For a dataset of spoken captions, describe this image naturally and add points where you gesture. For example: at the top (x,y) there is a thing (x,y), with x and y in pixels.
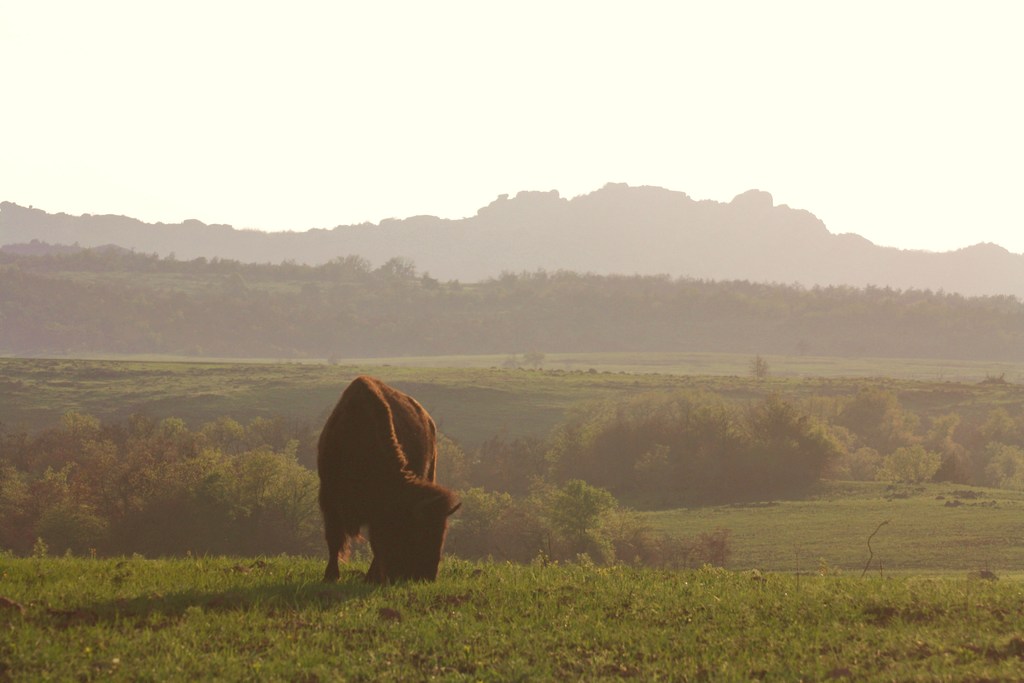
In this image there is a bison (341,520) eating the grass (646,603). In the background of the image (613,303) there are trees (447,330), mountains (540,263) and sky (478,102).
